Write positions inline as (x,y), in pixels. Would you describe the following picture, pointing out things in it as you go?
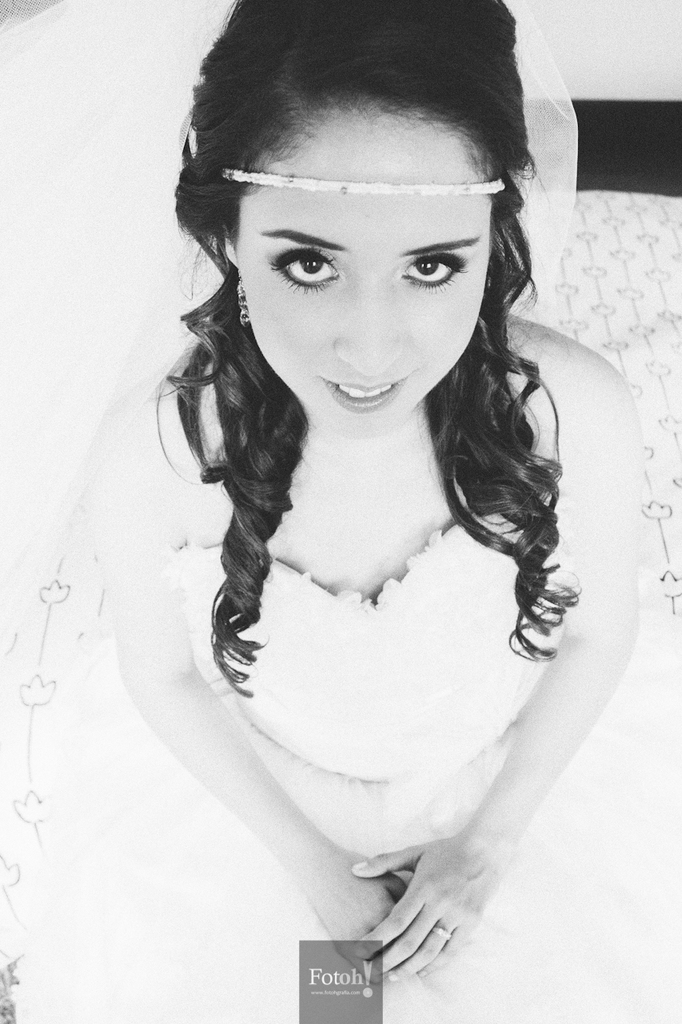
In this picture we can see a woman (246,608) wearing a white dress (358,688). We can see a veil (140,72) on her head (232,302). There is a watermark (300,959).
